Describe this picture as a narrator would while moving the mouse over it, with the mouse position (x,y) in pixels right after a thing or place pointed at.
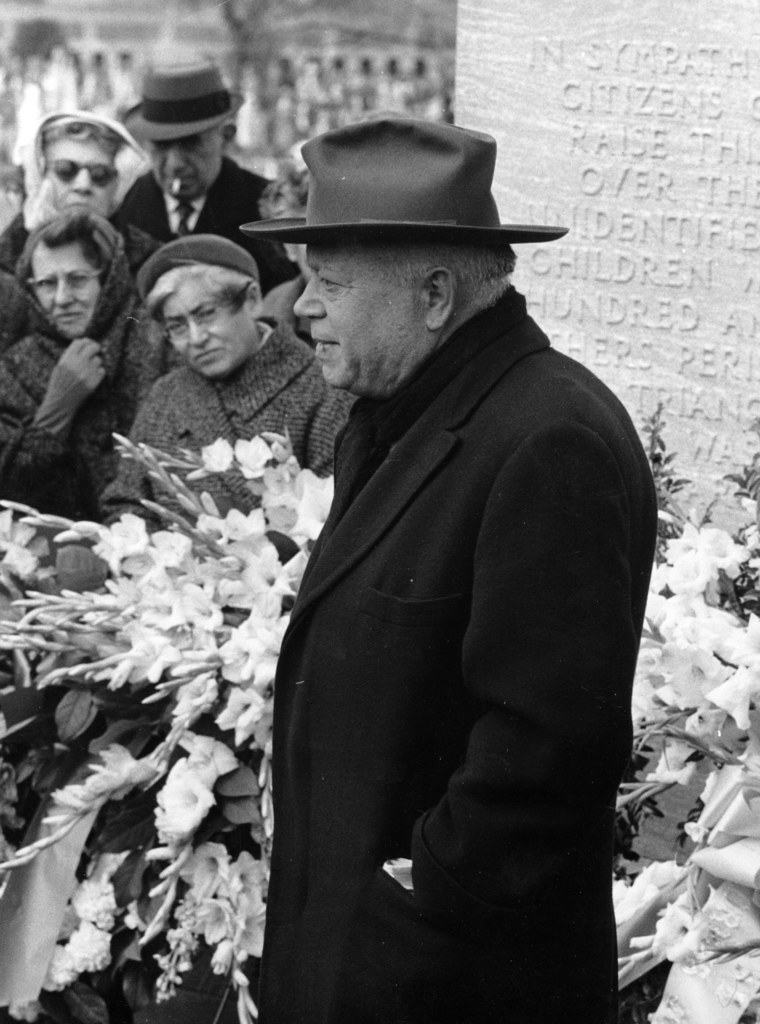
In this image I can see few flowers (634,806) and few people (487,174) are standing. The image is in black and white.
